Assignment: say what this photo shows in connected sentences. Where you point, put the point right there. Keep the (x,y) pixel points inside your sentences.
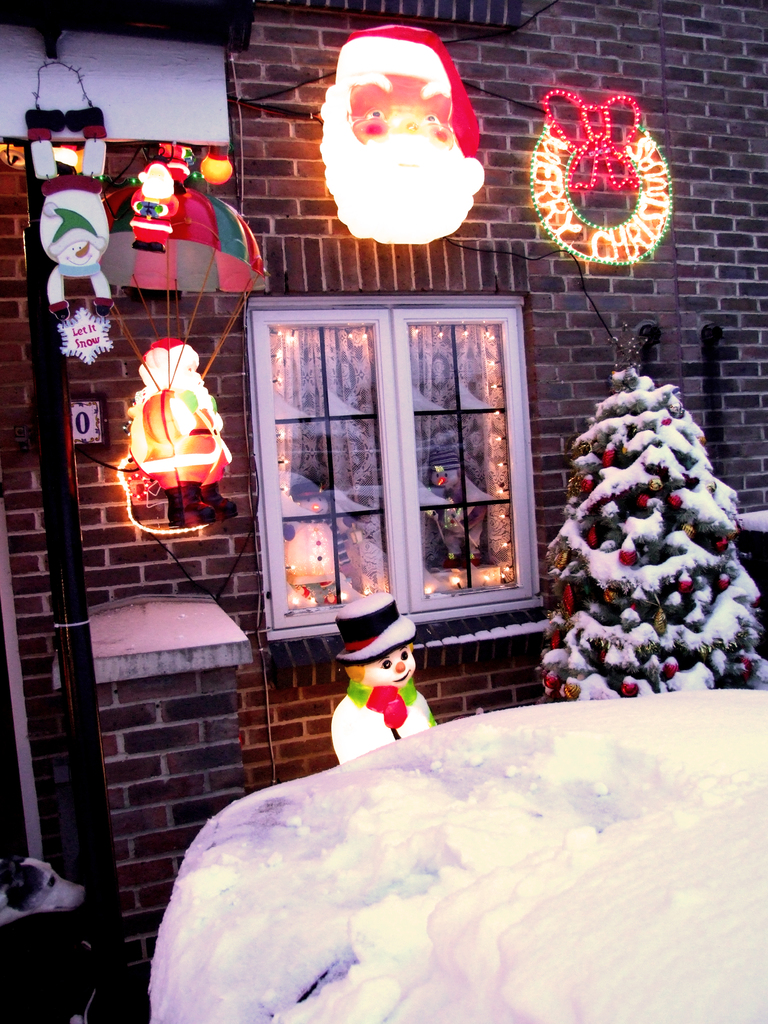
In this image we can see a building (258,774) with a window (388,491). We can also see a pole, decors (155,497) on a wall (211,296), an umbrella (211,284), dolls (332,596), lights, snow (633,843) and a tree (654,643) decorated with some balls (607,592) and dolls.
